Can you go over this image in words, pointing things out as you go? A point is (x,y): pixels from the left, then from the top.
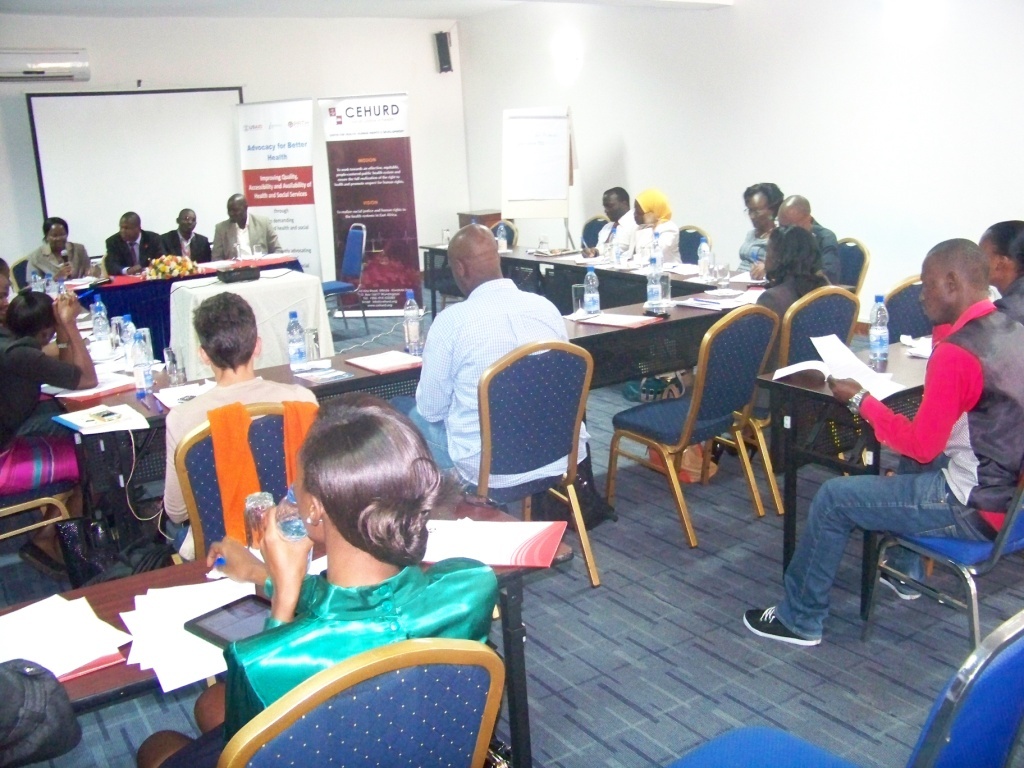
We can see air conditioner (75,58) over a wall (376,70). We can see banners (328,160) and boards (208,170) near to the wall (442,139). We can see all the persons (965,467) sitting on chairs (474,657) in front of a table (108,445) and on the table (275,375) we can see books (313,364), bottles (412,337). Here we can see four persons (176,249) sitting near to the table (158,282). There is a flower bouquet (158,267) on the table (102,290). This is a floor (621,624).
